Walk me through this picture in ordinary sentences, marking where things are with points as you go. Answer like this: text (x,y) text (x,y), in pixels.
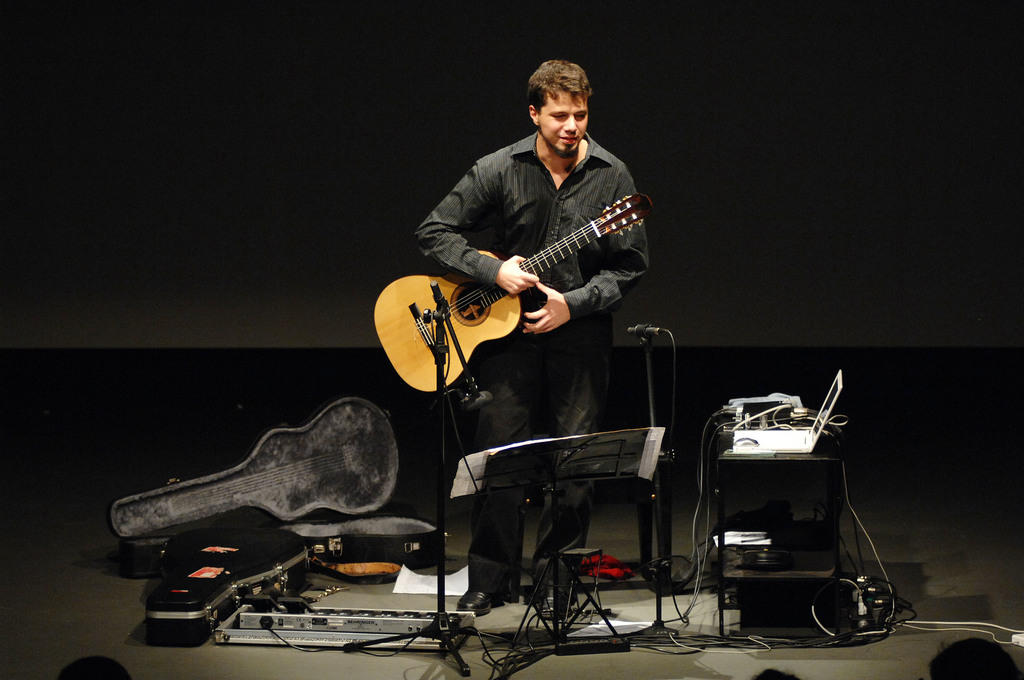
There is man (462,204) who is standing holding a guitar (472,305) in his hand (535,315). He is wearing black shirt (594,291) and pant (582,351). In front him there is a stand (536,454). To the stand (564,452) a paper (656,446) is attached. There is a mic (646,336) beside him, and a table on which there is laptop (768,431) and wires (769,407). On the ground (685,504) there are guitar cases (250,575).
